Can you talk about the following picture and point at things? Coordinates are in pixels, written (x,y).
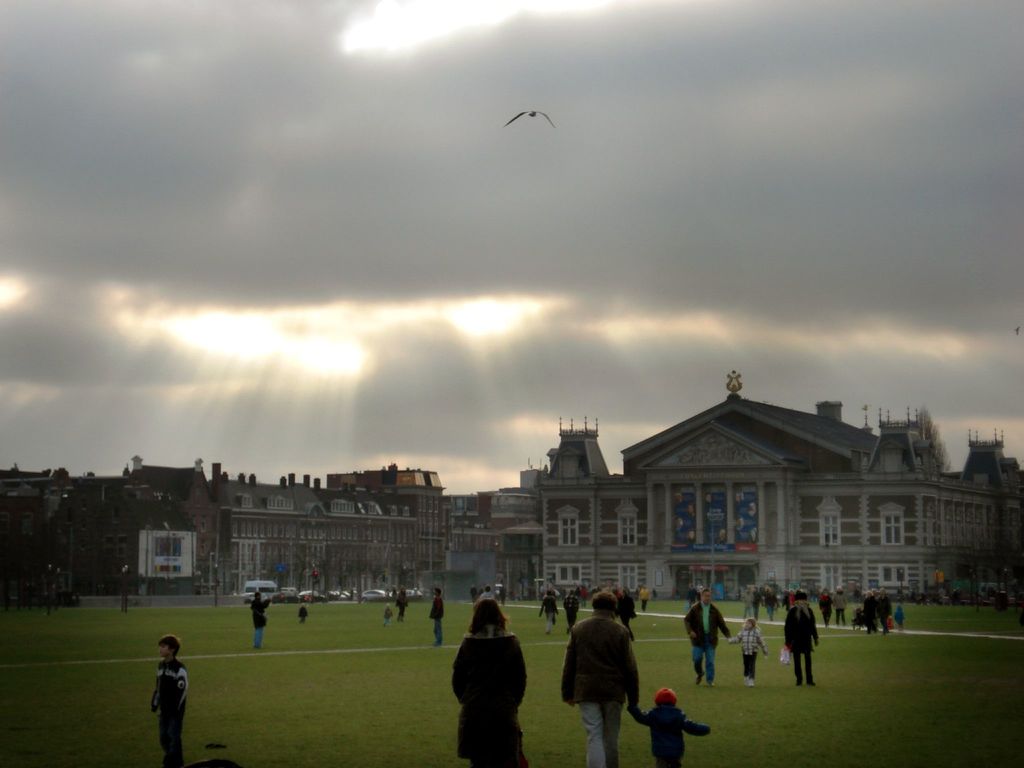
In this image we can see buildings (781,560), persons (162,650) on the ground (785,684), bird (518,118) and sky (431,195) with clouds (565,214).
